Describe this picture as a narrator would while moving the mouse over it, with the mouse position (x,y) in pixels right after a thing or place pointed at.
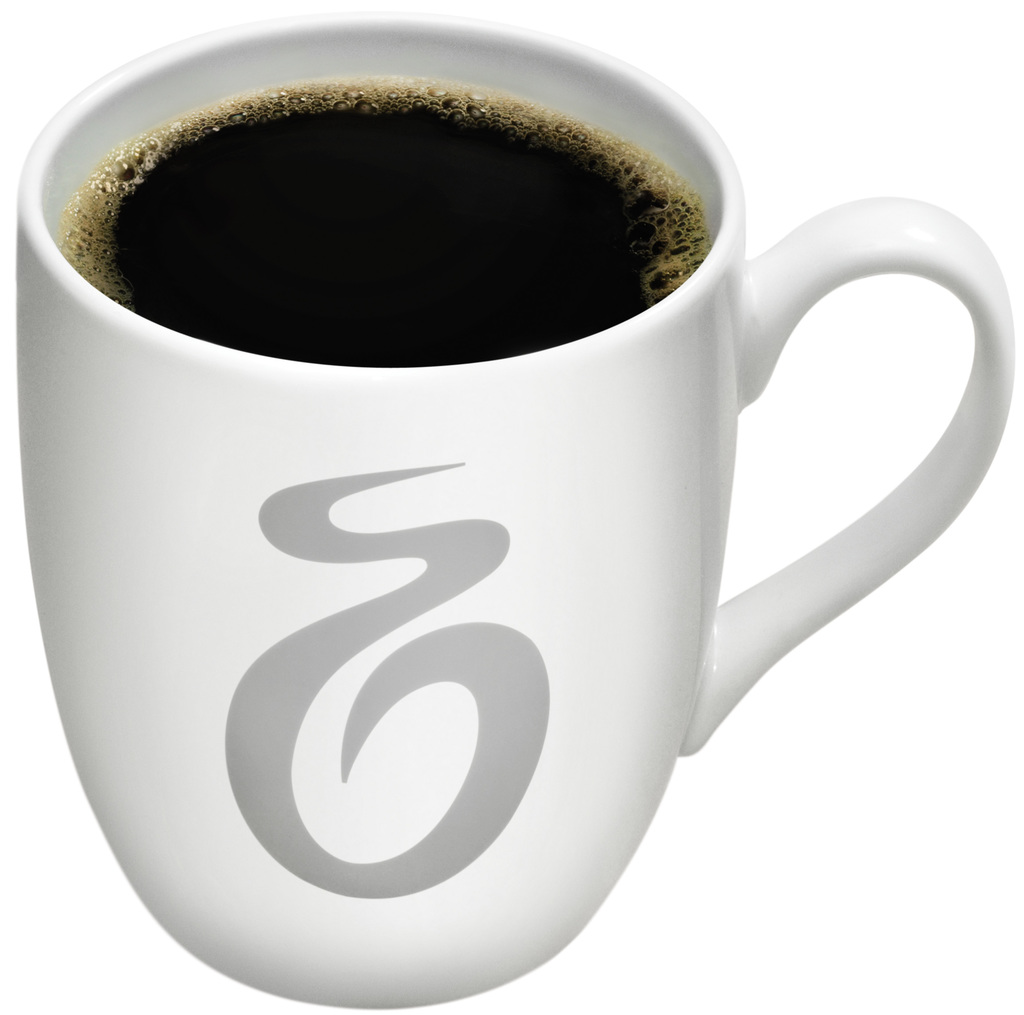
In this image there is a cup (425,486). There is a drink (359,238) in the cup (122,448). There is foam (202,112) on the drink (335,237). There is a symbol (329,628) on the cup (457,721). The background (63,878) is white.
